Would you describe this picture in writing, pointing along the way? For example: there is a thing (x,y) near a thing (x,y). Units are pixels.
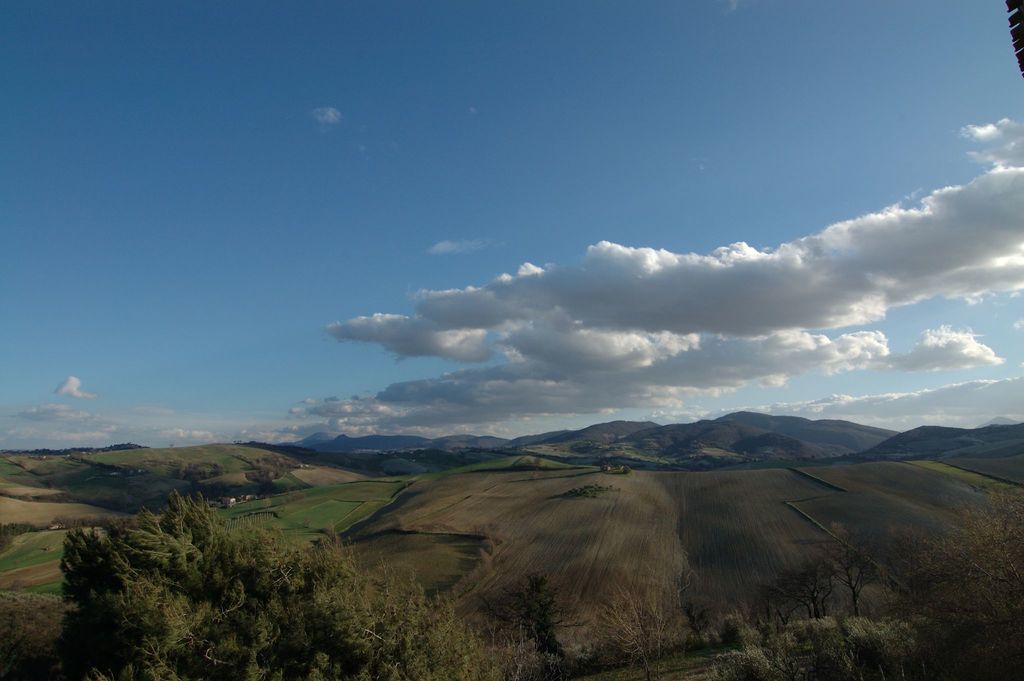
In this picture we can see many mountains (335,442). On the left (201,464) we can see the farmland (237,514). At the bottom (653,634) we can see the many trees (404,647). At the top (564,87) we can see sky (655,217) and clouds (617,309).
